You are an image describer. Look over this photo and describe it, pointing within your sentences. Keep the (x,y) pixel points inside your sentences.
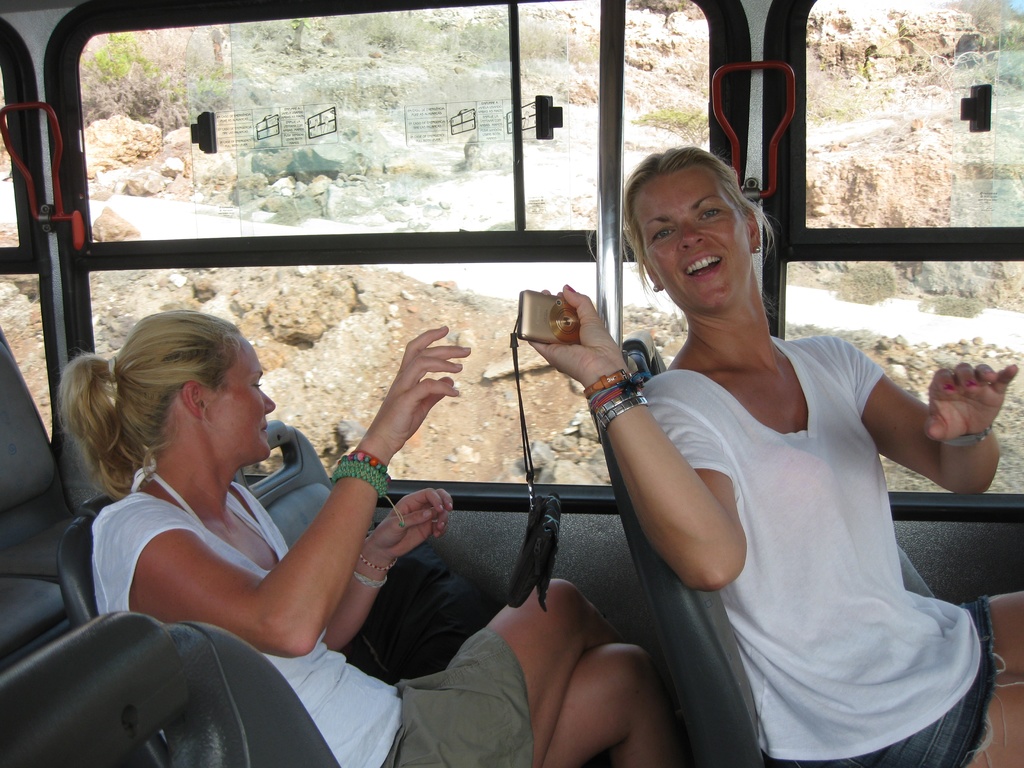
In this image on the right (731,433) there is a woman (807,489), she wears a t shirt (862,628), shorts (935,736), she is holding a camera (570,321), behind her there is a woman (354,614), she wears a t shirt (355,685), shorts (432,715), her hair (151,397) is tied, they are sitting inside a bus (479,500). In the background (529,363) there are windows (504,230), glass (352,123), stones (384,362) and land (394,326).
